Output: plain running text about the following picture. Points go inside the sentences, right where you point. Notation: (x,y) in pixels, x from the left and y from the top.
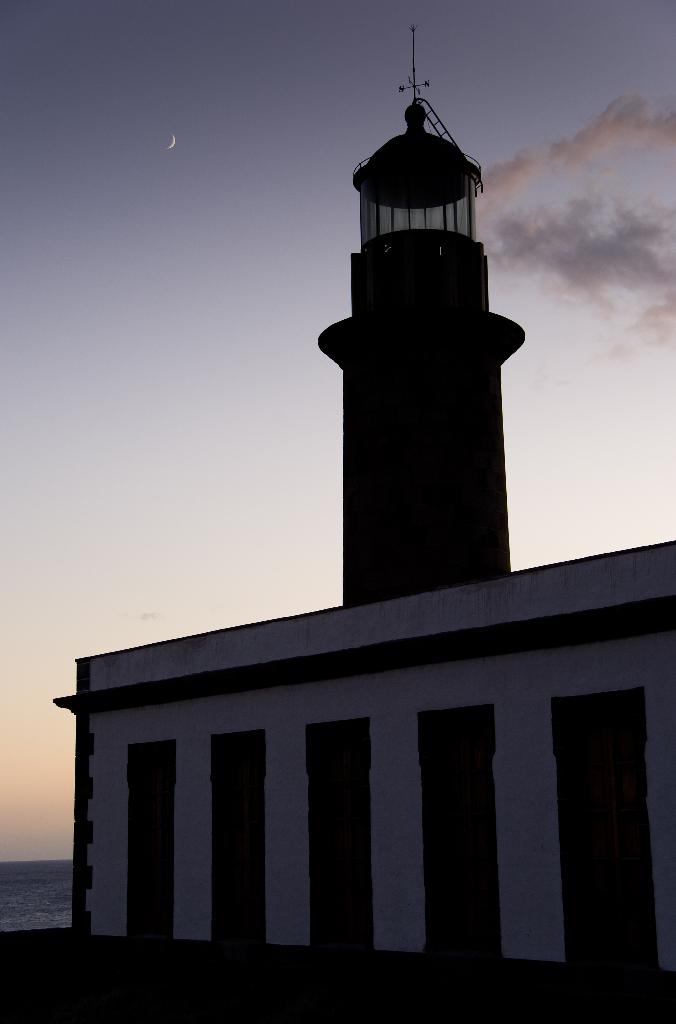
In this image we can see a building (434,658) with tower (406,458), behind sea (40,887) is there. The sky (194,193) is in blue color with few clouds (568,213).
